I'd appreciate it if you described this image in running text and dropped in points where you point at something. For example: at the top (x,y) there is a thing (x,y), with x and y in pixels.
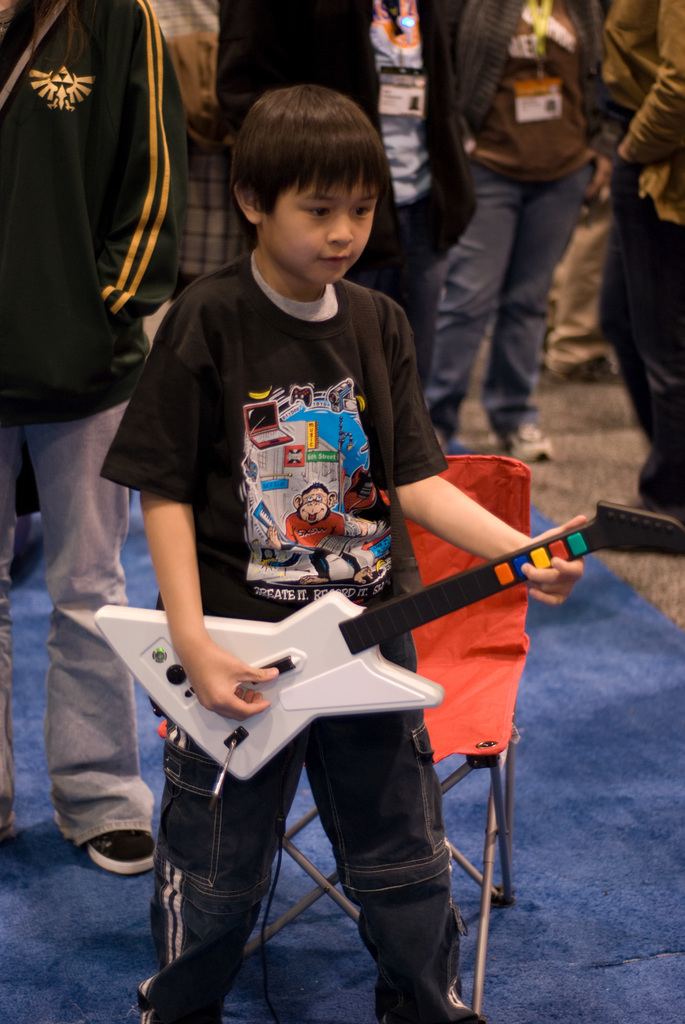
There is a boy (277,195) in black color t-shirt (288,330) holding a guitar (319,672) and standing near a chair (502,724) which is on the blue color carpet (97,936). In the background (452,87), there are other persons (281,43) standing.
